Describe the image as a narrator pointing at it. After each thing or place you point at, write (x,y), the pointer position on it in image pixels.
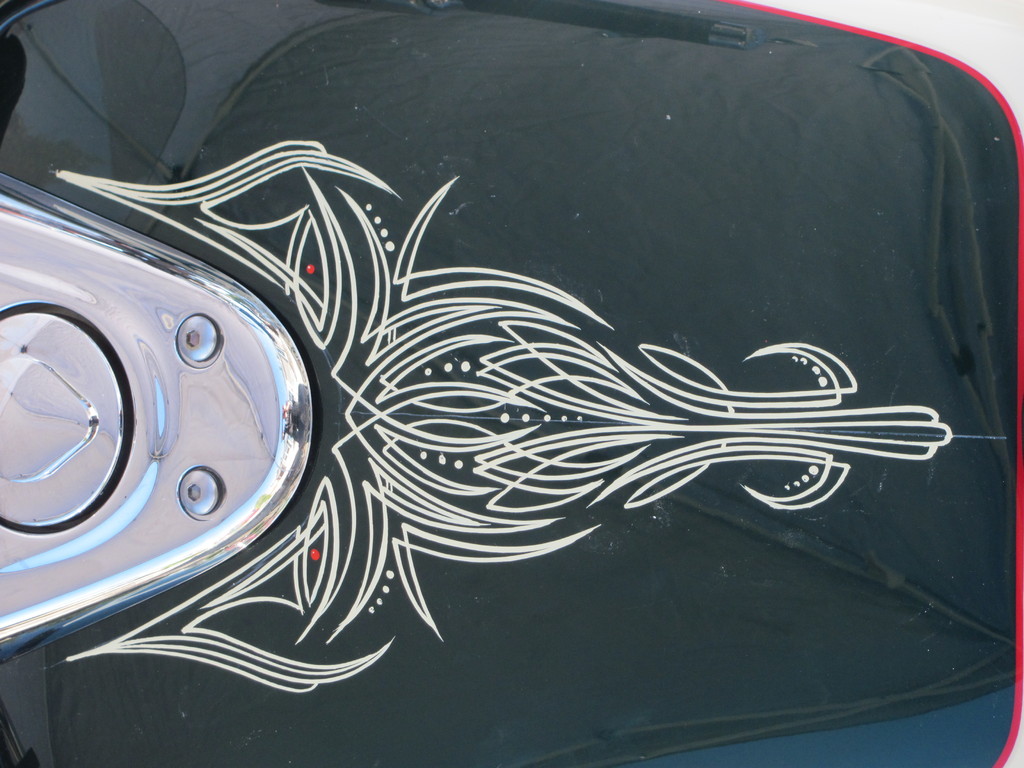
In this picture we can observe a fuel tank (251,214) of a vehicle (156,464). There is a white color design (279,601) on this tank (330,211). This design (547,422) is on the black background.
